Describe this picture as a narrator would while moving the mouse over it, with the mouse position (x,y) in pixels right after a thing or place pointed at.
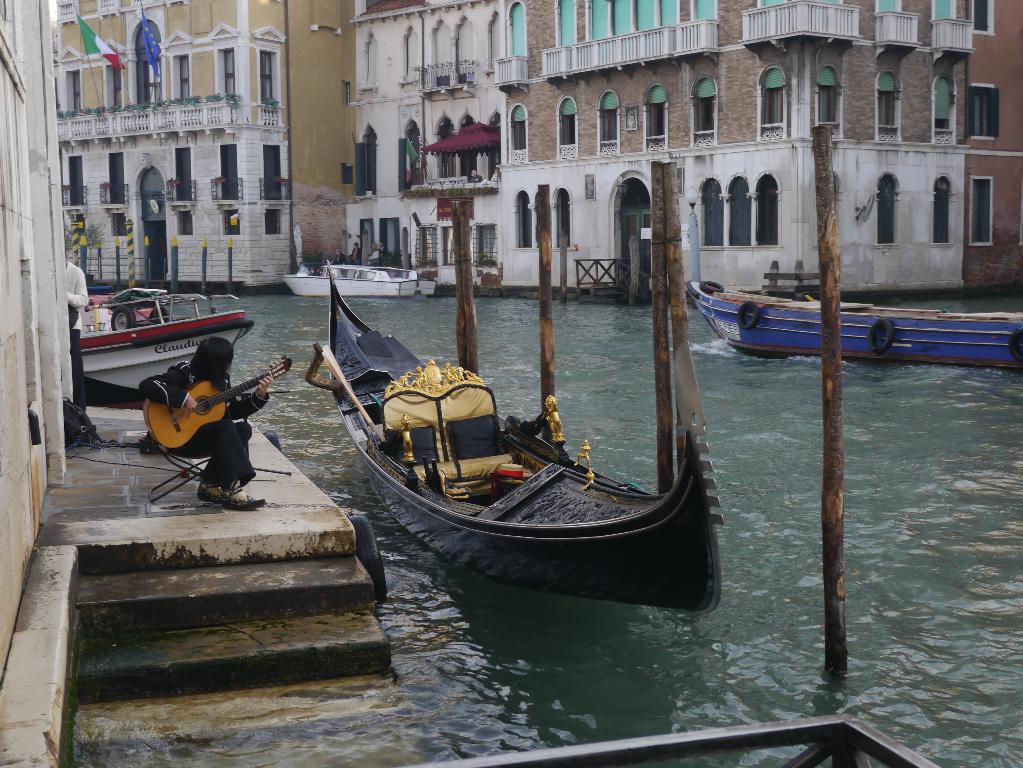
In this image i can see a person (253,408) sitting and playing guitar (195,422), there is a boat (527,463) in water (597,408), at the back ground (407,286) there are few other boats (376,289), building (351,123) and a flag (98,43).
